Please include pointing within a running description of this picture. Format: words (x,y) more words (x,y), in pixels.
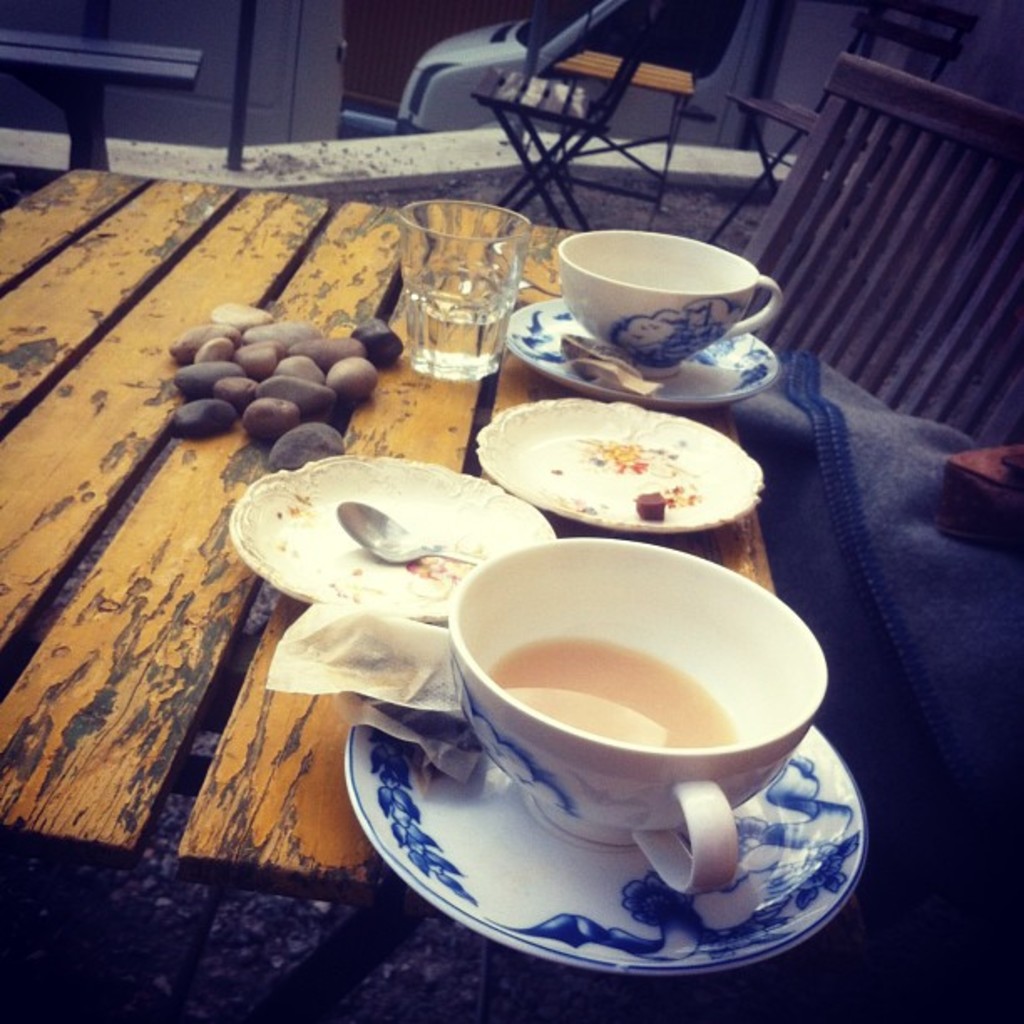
In this Image I see a table (3,215) on which there are cups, plates (579,413), a spoon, a glass (447,345) and stone (326,358). In the background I see the chairs (772,337).
